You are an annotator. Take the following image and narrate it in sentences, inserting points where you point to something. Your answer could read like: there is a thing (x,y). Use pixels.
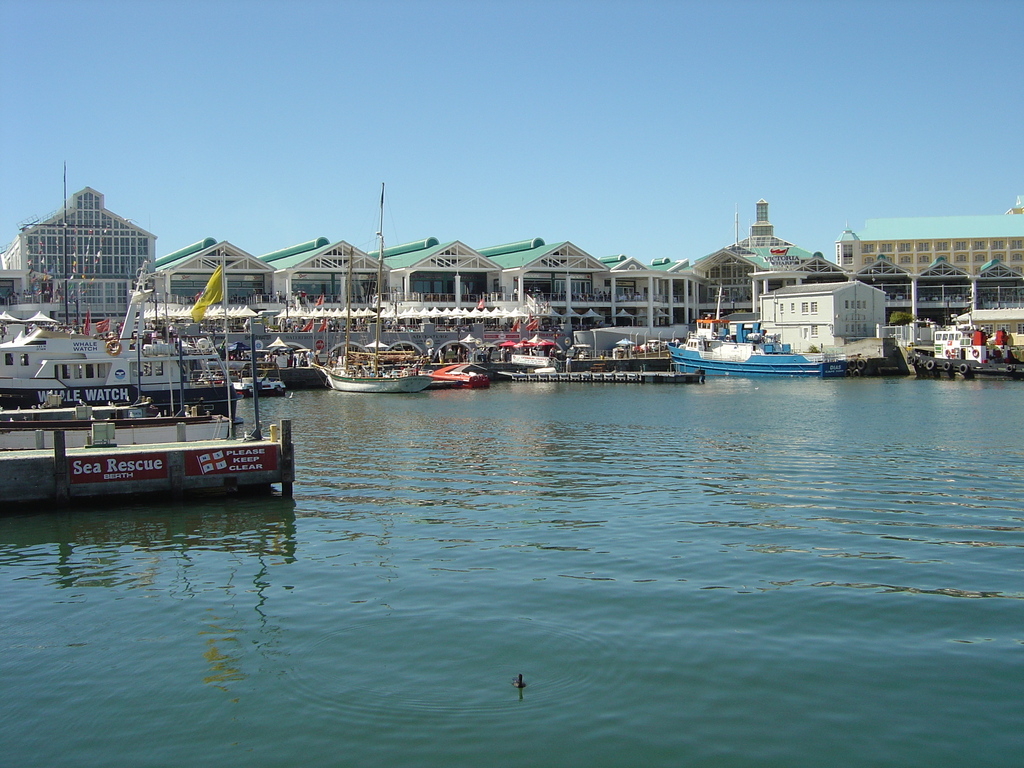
In this image there is water (485,597) at the bottom (595,600). In the water (464,445) there are so many boats (345,371) and ships (70,377). In the background (551,267) there are buildings (714,251). At the top (658,100) there is the sky (622,100). In the ships (131,316) there are flags (197,309). On the left side (96,447) it seems like a bridge (111,465).
